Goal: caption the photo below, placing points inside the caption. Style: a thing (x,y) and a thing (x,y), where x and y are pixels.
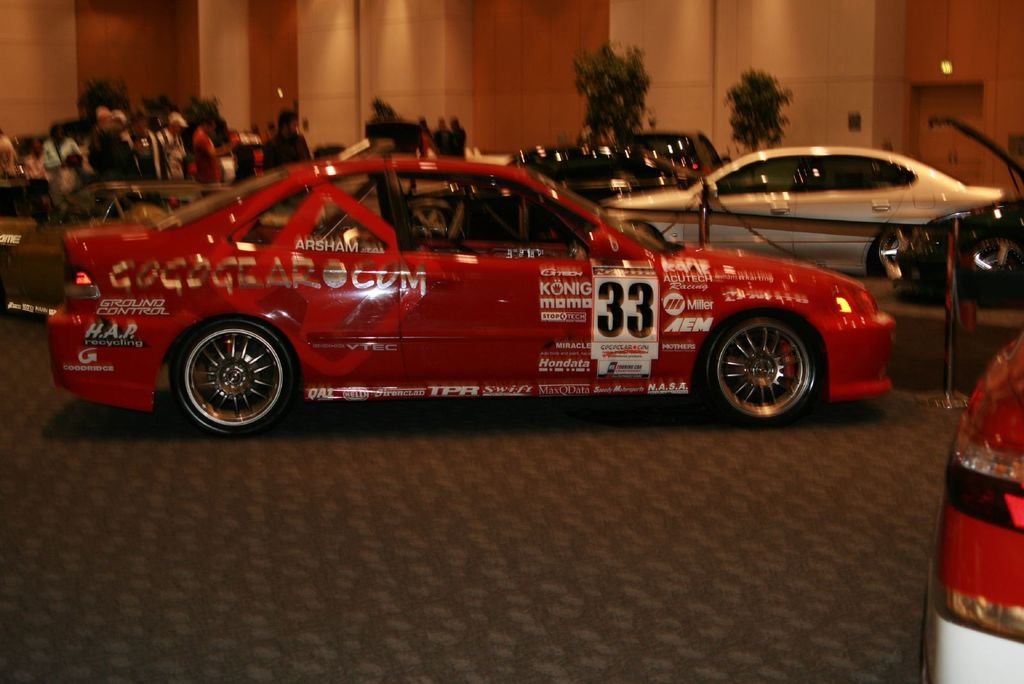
In this picture we can see few cars (617,245) and metal rods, in the background (125,94) we can find group of people (233,170), few trees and lights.
